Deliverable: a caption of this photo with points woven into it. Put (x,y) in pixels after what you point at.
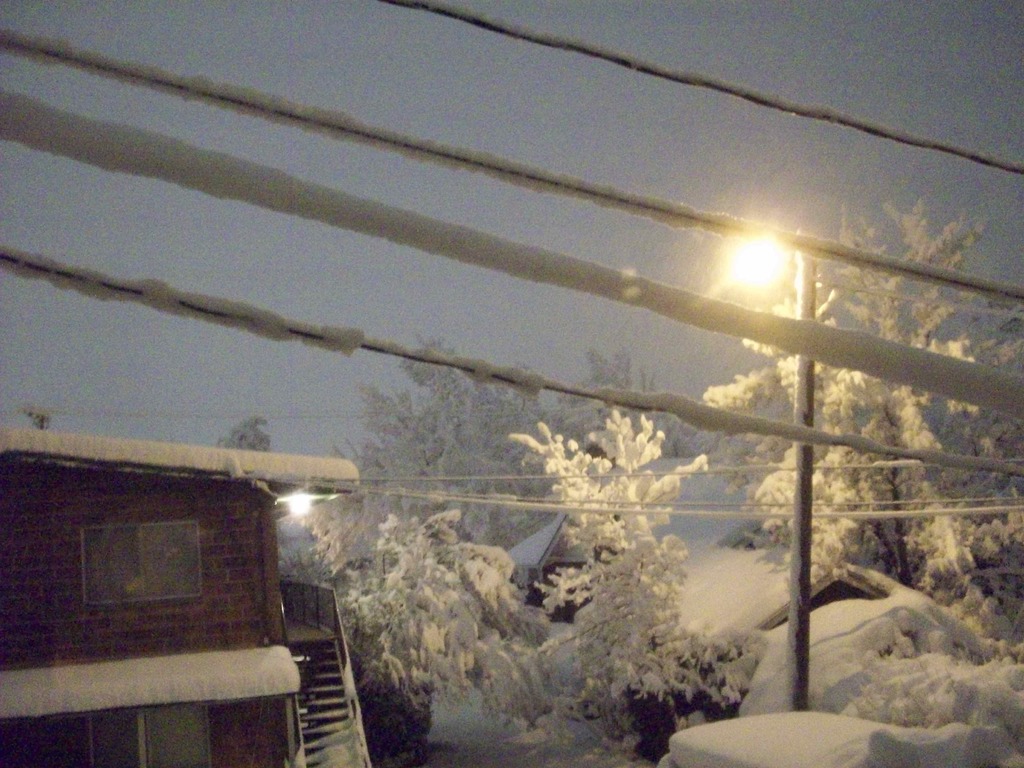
This picture is clicked outside. On the right (762,261) we can see the light (746,271), pole (810,283) and the cables (799,331). In the background (198,361) we can see the sky (64,310), trees (462,556) and houses (248,484) and we can see the light (298,504) and we can see the snow (918,674) and the stairway (325,683).
